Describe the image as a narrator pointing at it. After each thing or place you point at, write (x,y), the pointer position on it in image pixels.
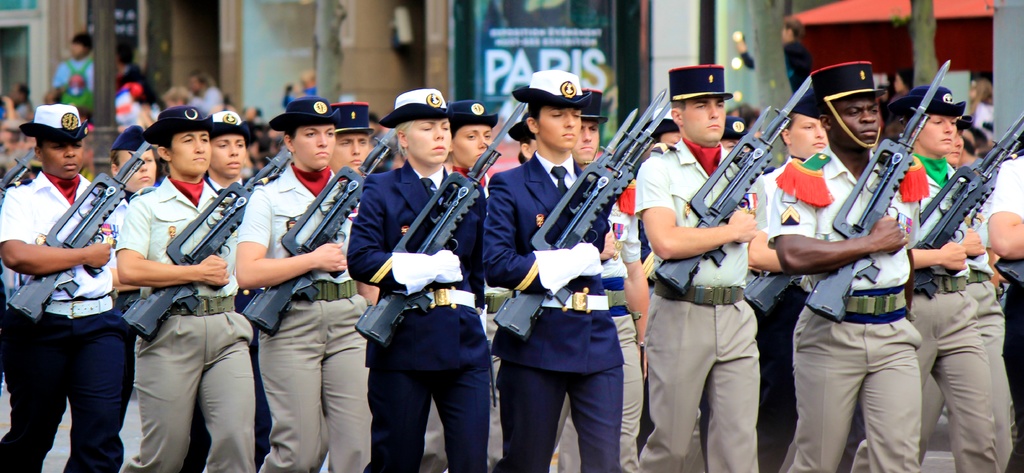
In this picture we can see a group of people (518,403) and they are holding guns (399,323) with their hands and in the background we can see few people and some objects (978,6).
